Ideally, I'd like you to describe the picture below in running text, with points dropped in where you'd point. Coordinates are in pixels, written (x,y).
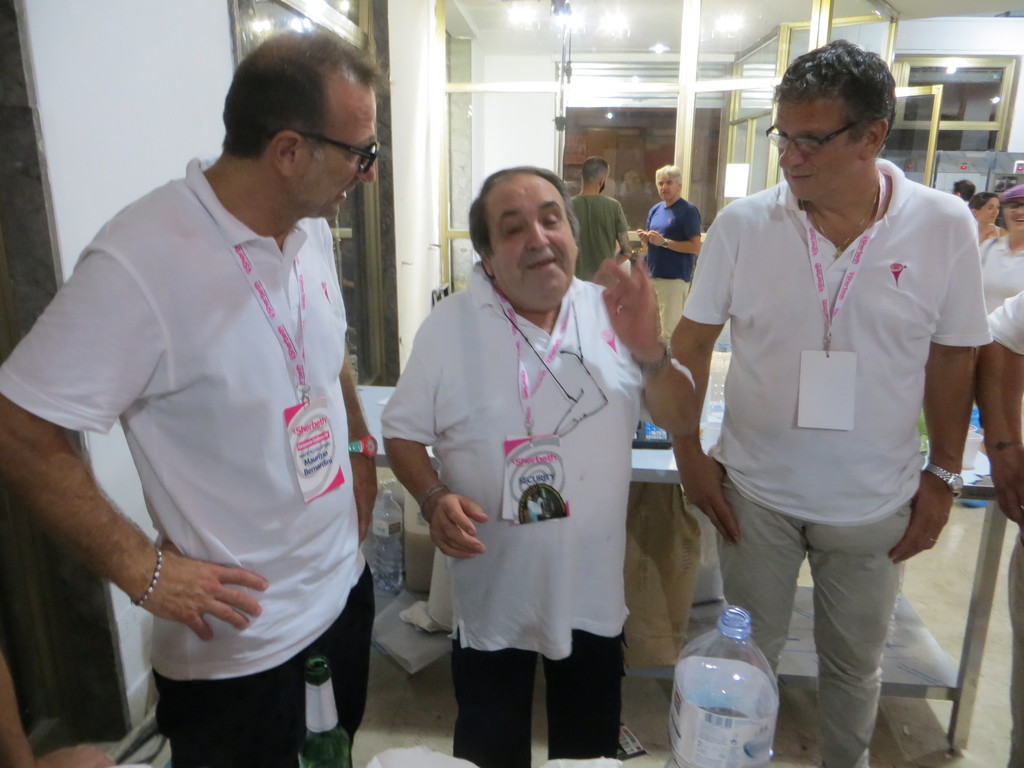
In this image there are group of people (484,321) who are standing. On the background (543,91) there are some glass windows (947,70) and wall (540,59) and some lights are there, and in the bottom (706,681) there are some bottles (721,670) and on the center (369,398) there is a table (656,458).
